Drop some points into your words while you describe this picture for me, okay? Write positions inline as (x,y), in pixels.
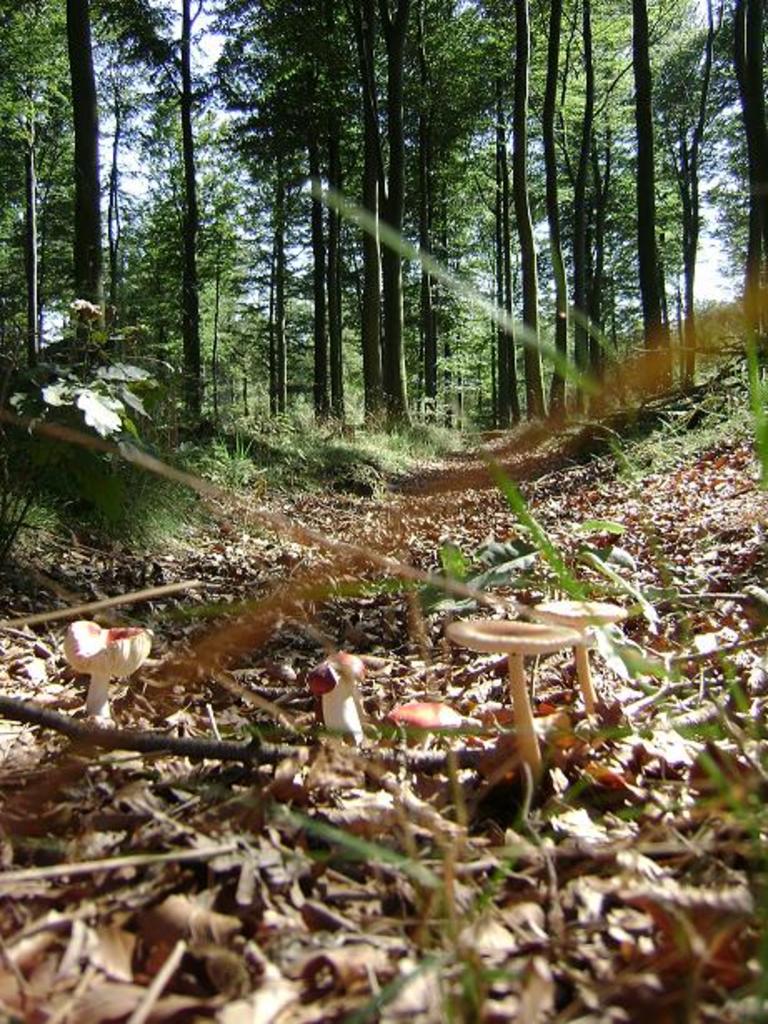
In the image we can see there are many trees (416,216) and dry leaves (466,924). We can even see there are mushrooms (421,722) and a white sky (151,183).
